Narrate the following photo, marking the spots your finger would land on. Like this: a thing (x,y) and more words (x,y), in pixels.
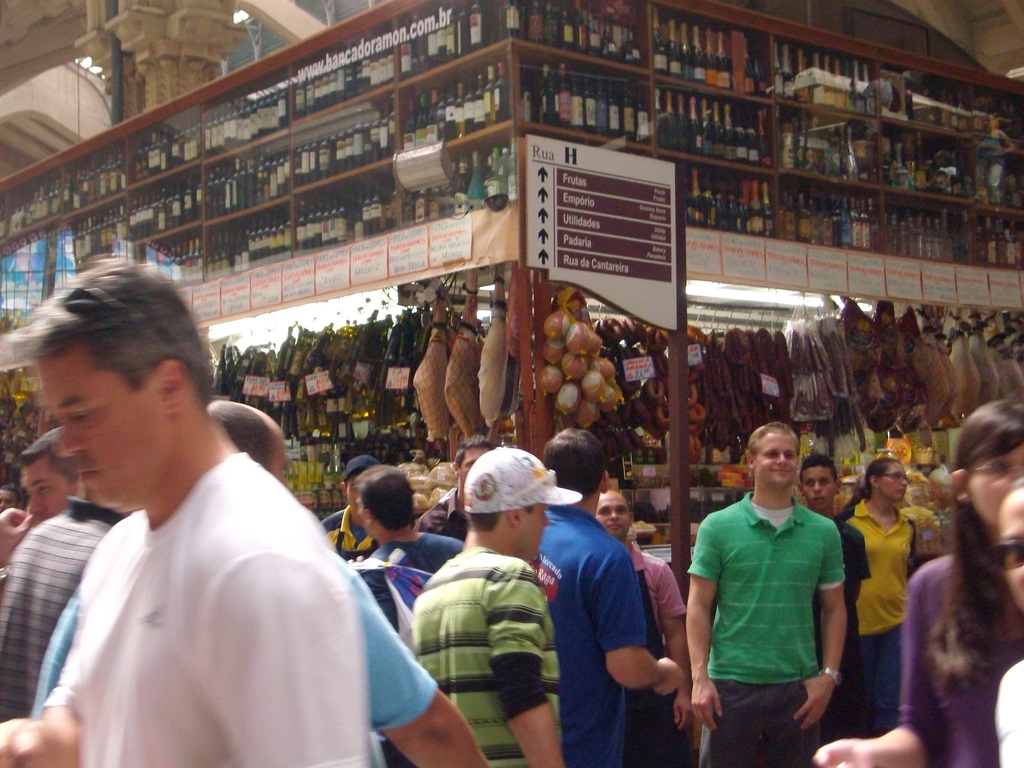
In the image there are many people (536,640) walking on the street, in the back (537,397) there is big store (782,244) with many items (913,372) hanging to it and above there are shelf (581,136) with many wine bottles (756,131) in it, on the left side (171,96) corner there is a pillar (169,51).
